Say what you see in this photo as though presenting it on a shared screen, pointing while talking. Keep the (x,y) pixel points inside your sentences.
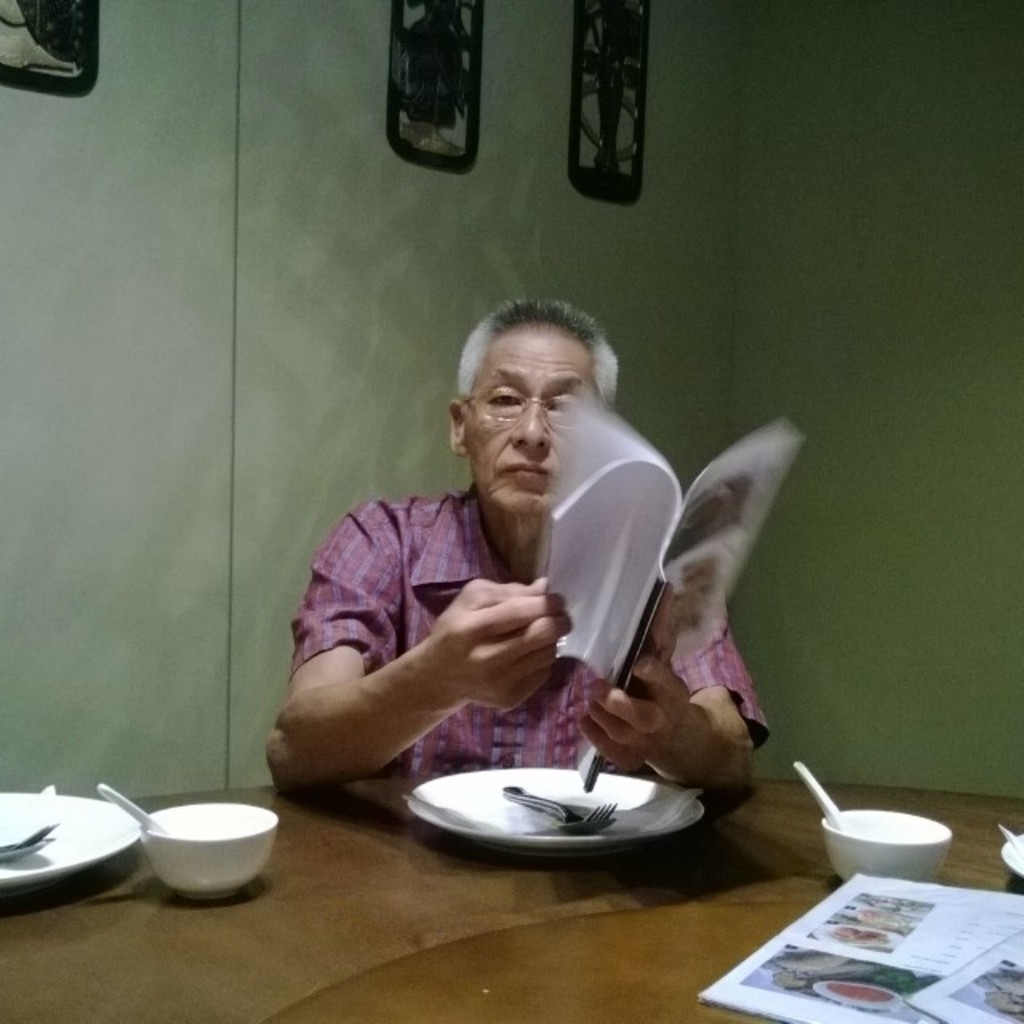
in this picture there is person (512,604) sitting and catching a book (620,617), in front of the person (317,704) there was table (321,822), on the table (321,822) we can see plates (460,802), spoons (532,805), bowls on the table (463,898) we can also see some books (938,910) back of the person (600,708) there was a wall (334,331), on the wall (501,280) there are pictures (471,142).
